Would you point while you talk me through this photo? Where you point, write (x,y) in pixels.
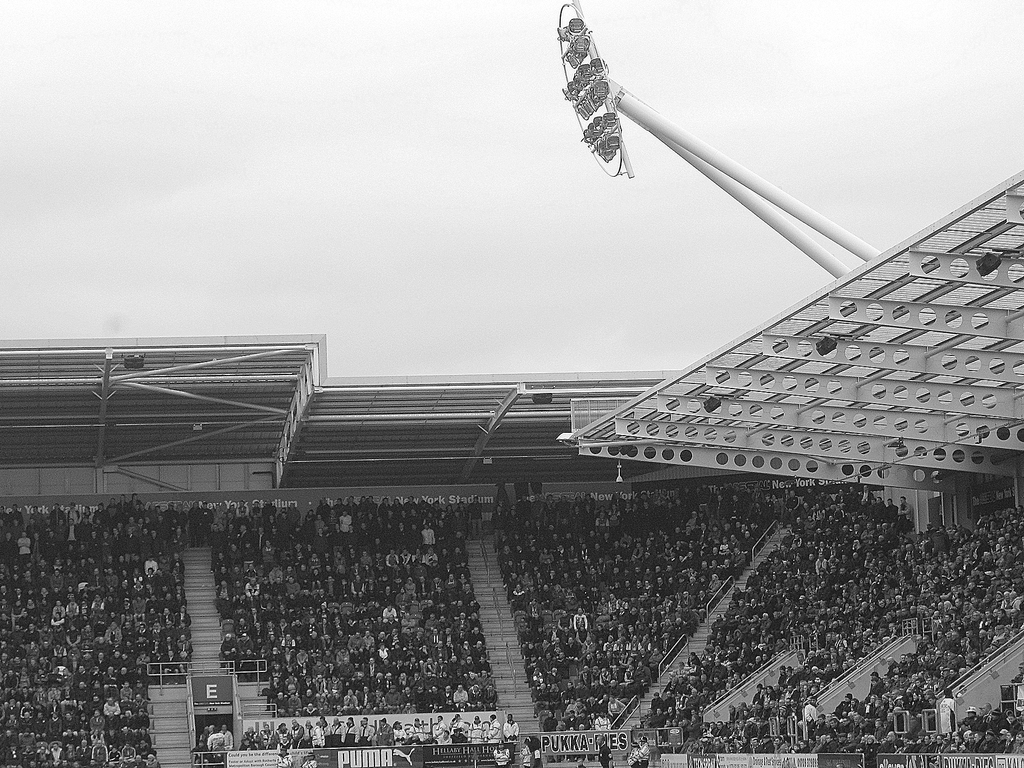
I can see this is a black and white picture. There are group of people (620,588). There are chairs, stairs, poles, name boards (348,762) and lights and in the background (278,321) there is sky (321,277).
